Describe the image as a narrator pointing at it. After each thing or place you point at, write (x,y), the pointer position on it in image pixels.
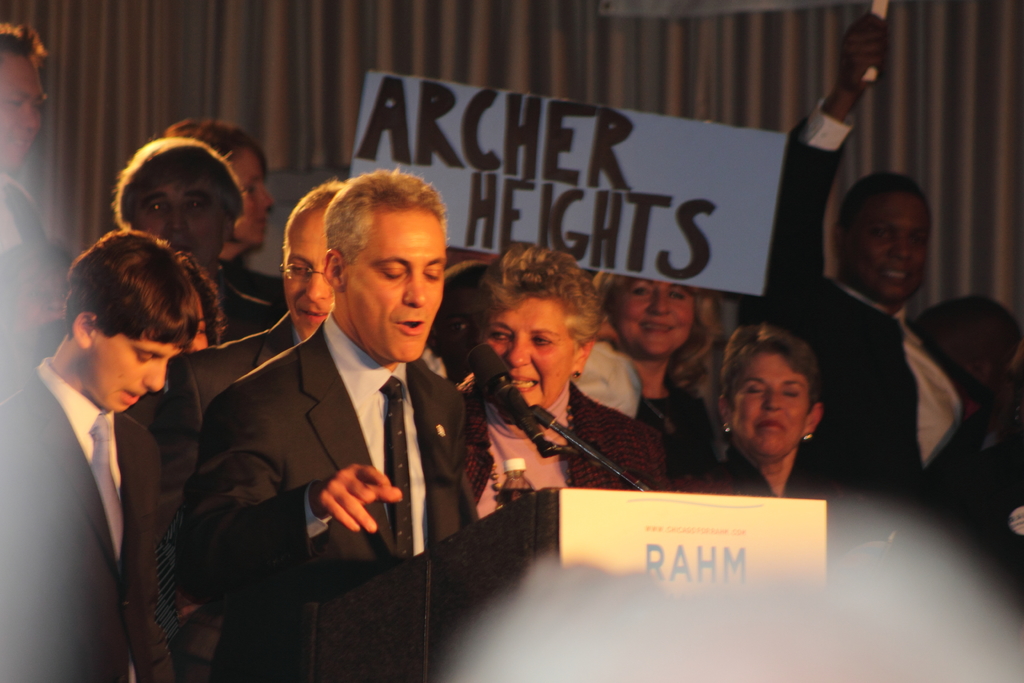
In the image there is a man (359,511) in black suit (286,644) talking on mic (494,361), in the background (486,513) there are many people (174,187) standing, in the middle (649,252) there is a sign (568,148) held up.
